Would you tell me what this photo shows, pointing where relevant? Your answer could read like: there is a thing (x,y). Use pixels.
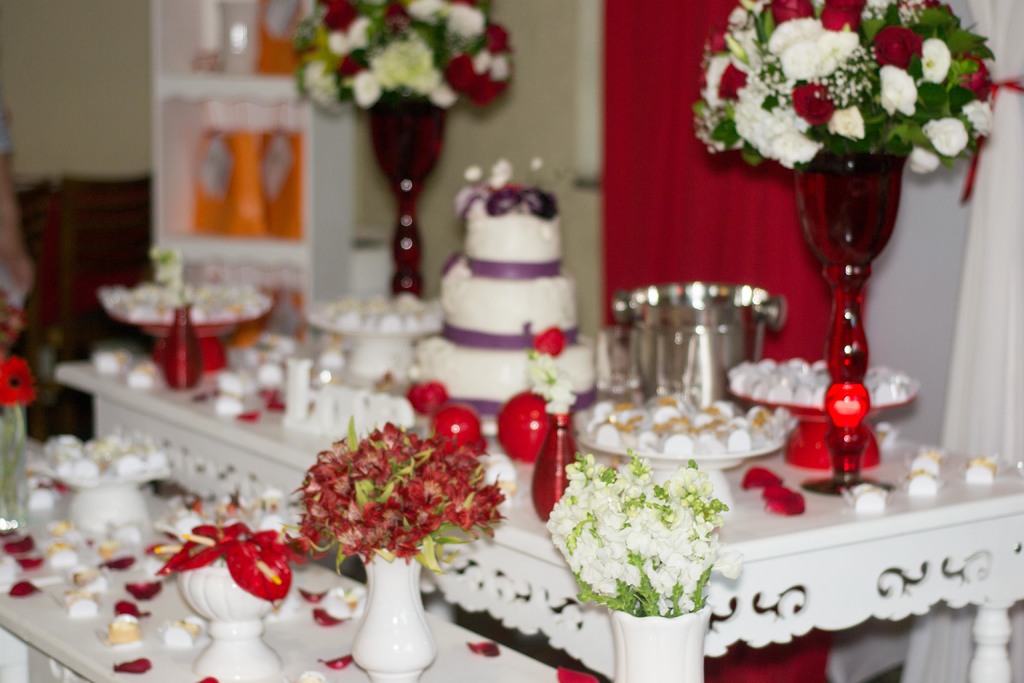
In the middle of the image (483,242) there is a cake (512,203) on the table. Top right side of the image (953,69) there is a flower pot (790,42). Left side of the image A person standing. Behind the person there is a wall (61,40).
